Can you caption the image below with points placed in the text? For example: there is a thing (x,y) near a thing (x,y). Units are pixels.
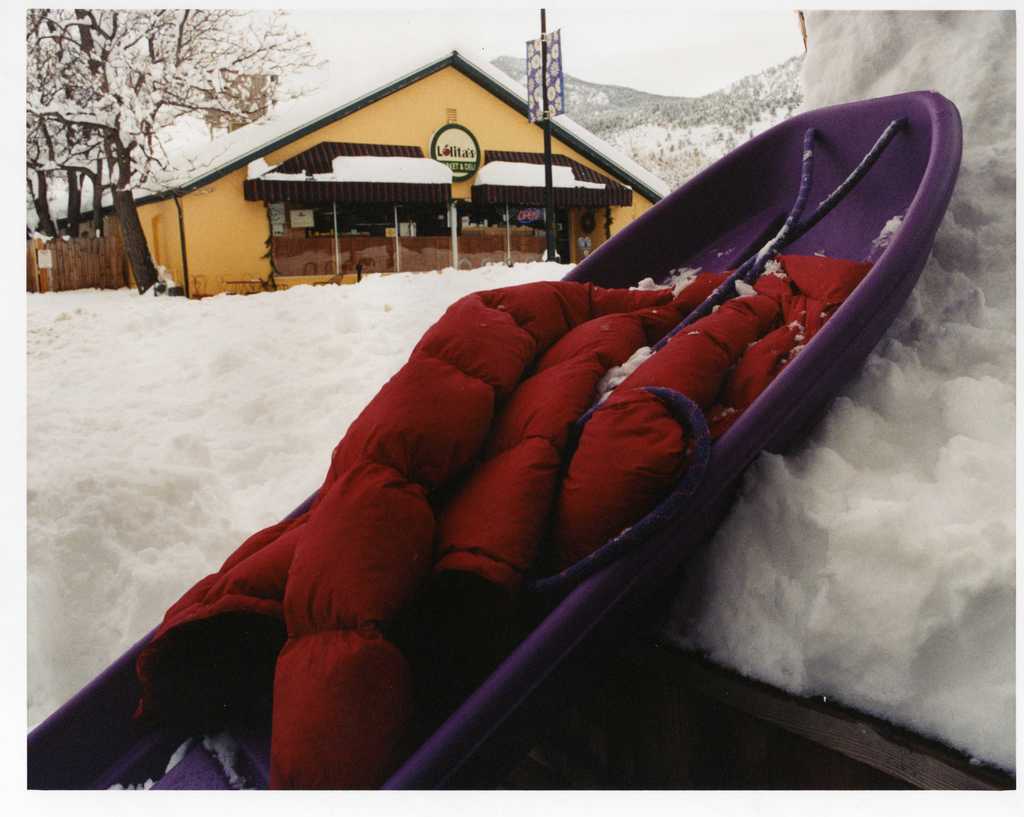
In this image there is the sky (692,40) towards the top of the image (439,22), there is a building (426,132), there is a board (460,147) on the building (501,153), there is text (473,153) on the board (464,135), there is a glass wall (362,219), there is a pole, there is a board (563,84) on the pole (549,140), there are trees (79,133) towards the left of the image (109,233), there is a fence (115,261) towards the left of the image (86,253), there is ice (132,400) towards the left of the image (123,435), there is ice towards the right of the image (715,649), there is an object (445,696) towards the bottom of the image (562,653) that looks like a boat (923,106), there is a cloth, there are mountains (588,111).
